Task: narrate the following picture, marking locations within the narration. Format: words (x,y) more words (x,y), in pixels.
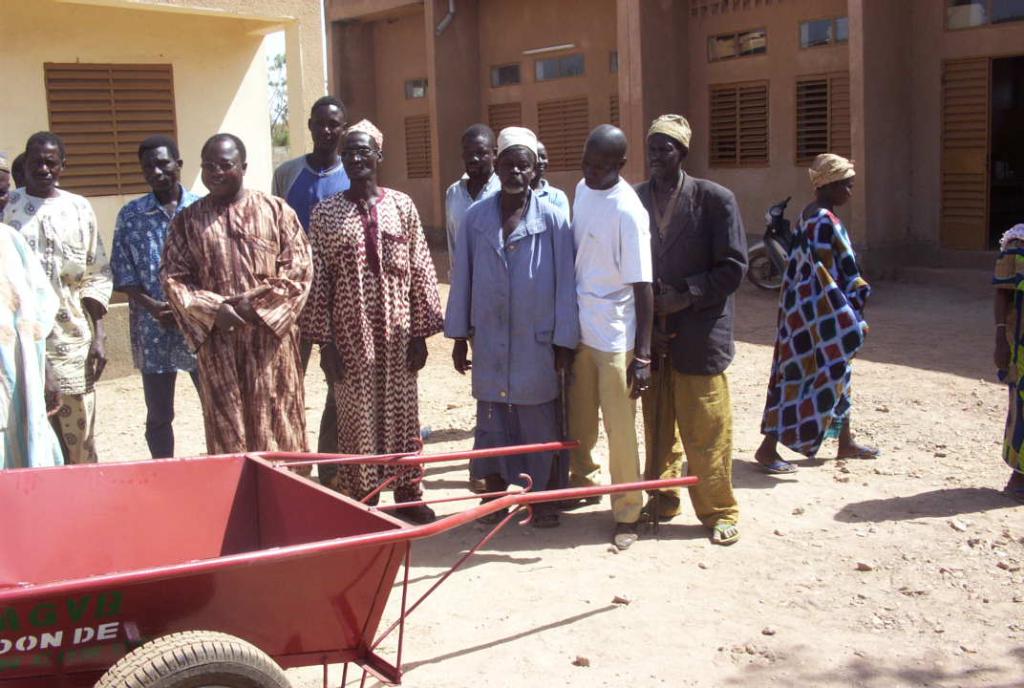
In this picture we can see group of people (646,282), in front of them we can find a cart (294,501), in the background (786,184) we can see few buildings (698,64) and a motorcycle (784,252).
